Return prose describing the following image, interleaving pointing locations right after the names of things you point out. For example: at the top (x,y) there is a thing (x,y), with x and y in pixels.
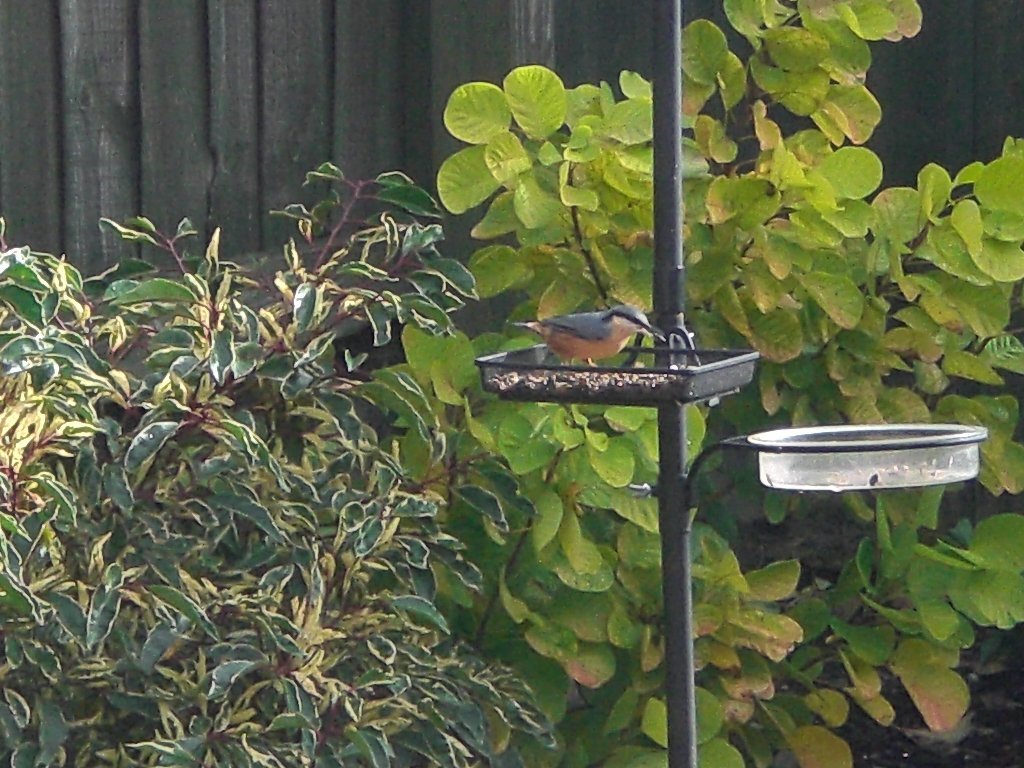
In the image there is a pole (665,156) and there is a bird (550,346) standing in a tray (730,386) that is attached to the pole (674,320), behind that pole (666,333) there are two plants (331,303) and there is a wooden background (273,121) behind the plants (394,456).
